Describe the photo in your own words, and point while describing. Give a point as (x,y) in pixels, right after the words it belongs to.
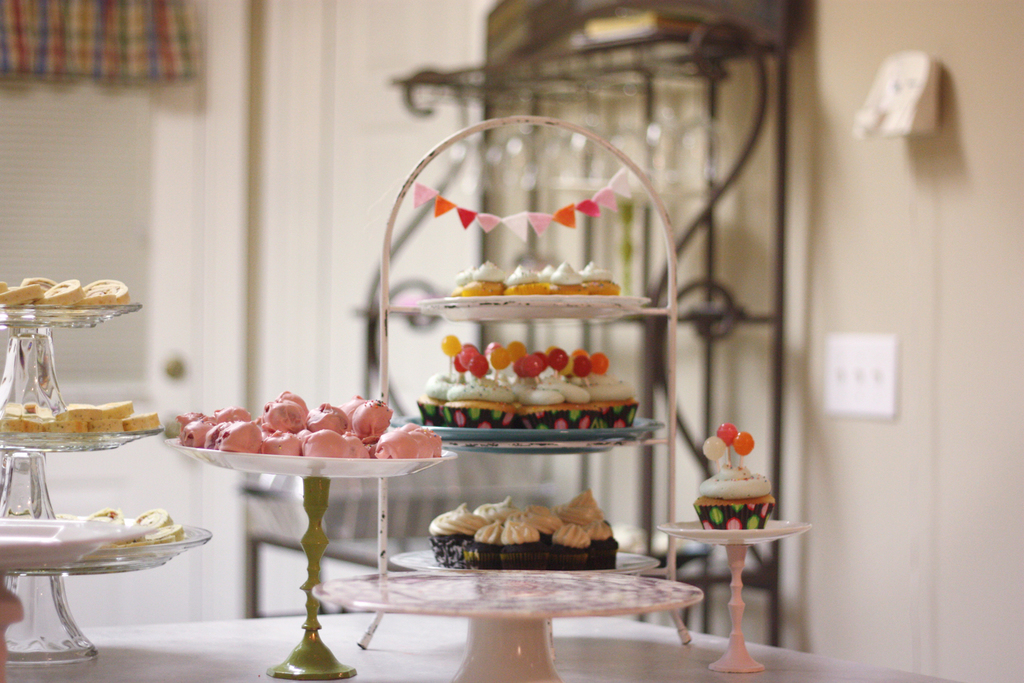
In this image we can see some cookies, candies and muffins (480,421) on different stands (397,559) which are placed on the table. On the backside (408,273) we can see a stand (770,589) and a switch board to a wall (633,345).
